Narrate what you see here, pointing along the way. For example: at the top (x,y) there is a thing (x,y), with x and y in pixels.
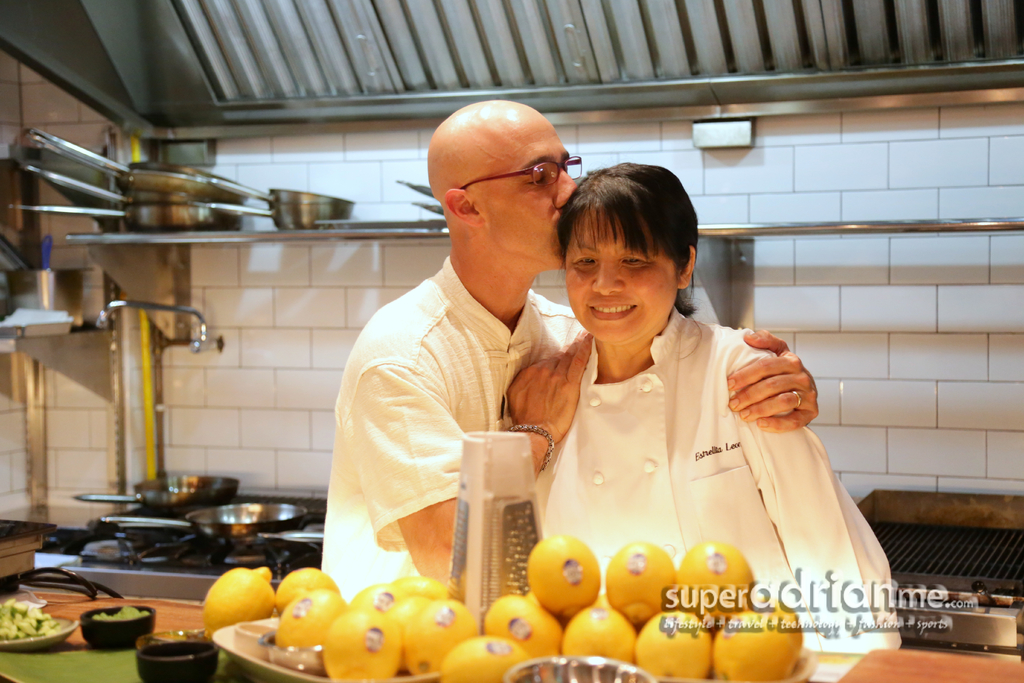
In this image we can see two persons (596,448) standing. One person (501,308) is wearing spectacles (555,170). In the foreground (552,541) we can see group of fruits (514,634), bowls (113,633) and a container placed on the table (908,656) and some text (897,596). In the background (237,527), we can see a group of vessels (279,527) placed on the stove (180,547), some bowls (150,216) placed in racks (156,253).
